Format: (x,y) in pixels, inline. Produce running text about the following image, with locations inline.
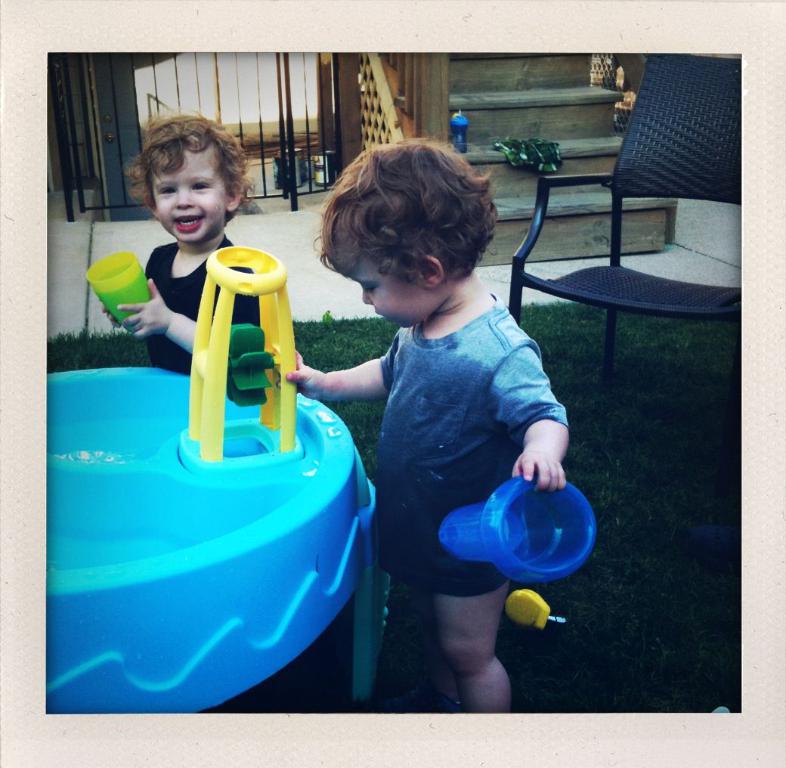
In the picture we can see two children (381,387) are standing on the green grass (670,607) and near to them, we can see a blue color playing object (201,600) and they are holding it behind them and we can see a chair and beside it we can see a floor (622,262) with some steps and railing (260,142) to it.
